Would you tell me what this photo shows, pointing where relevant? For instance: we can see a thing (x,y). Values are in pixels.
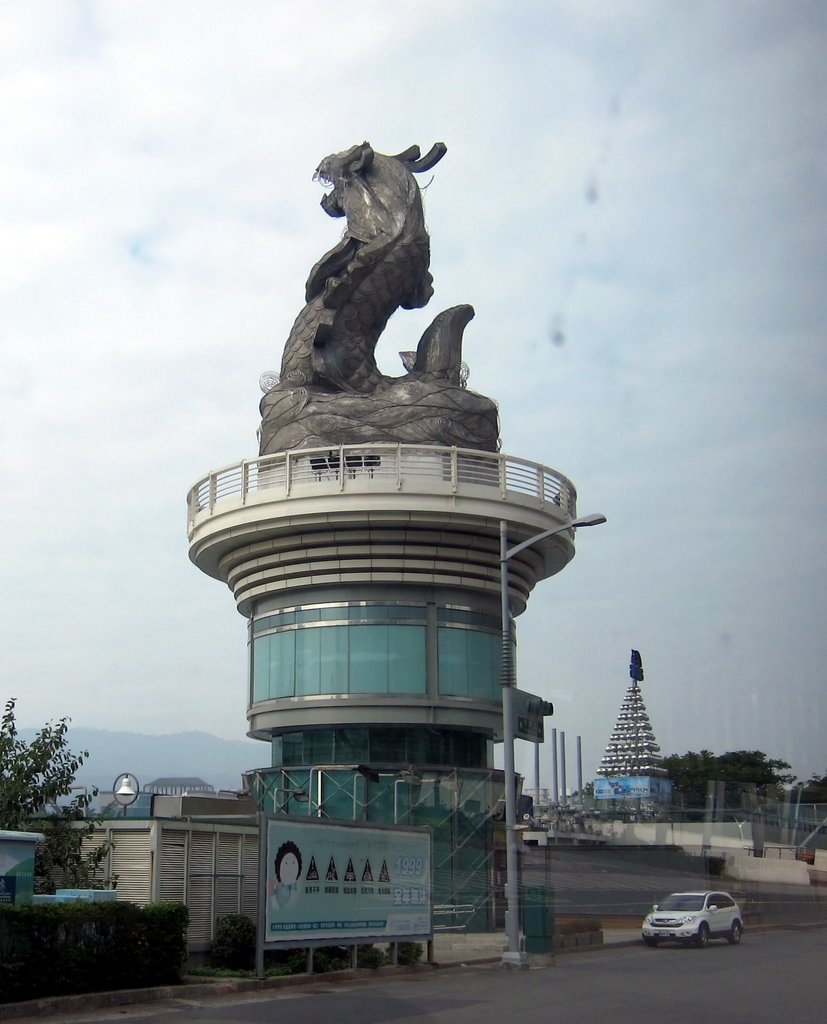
In this image, there are plants (362,949), tower (569,543), railing (498,457), board (415,923), street light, glass objects (382,788), few things (541,792) and car (672,937) on the road (683,998). On top of the tower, there is a statue (375,395). In the background (162,390), we can see the sky (634,610) and hill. On the right side of the image (568,821), there are poles (538,782), trees (736,770), tower (662,759) and a few objects (572,802).
